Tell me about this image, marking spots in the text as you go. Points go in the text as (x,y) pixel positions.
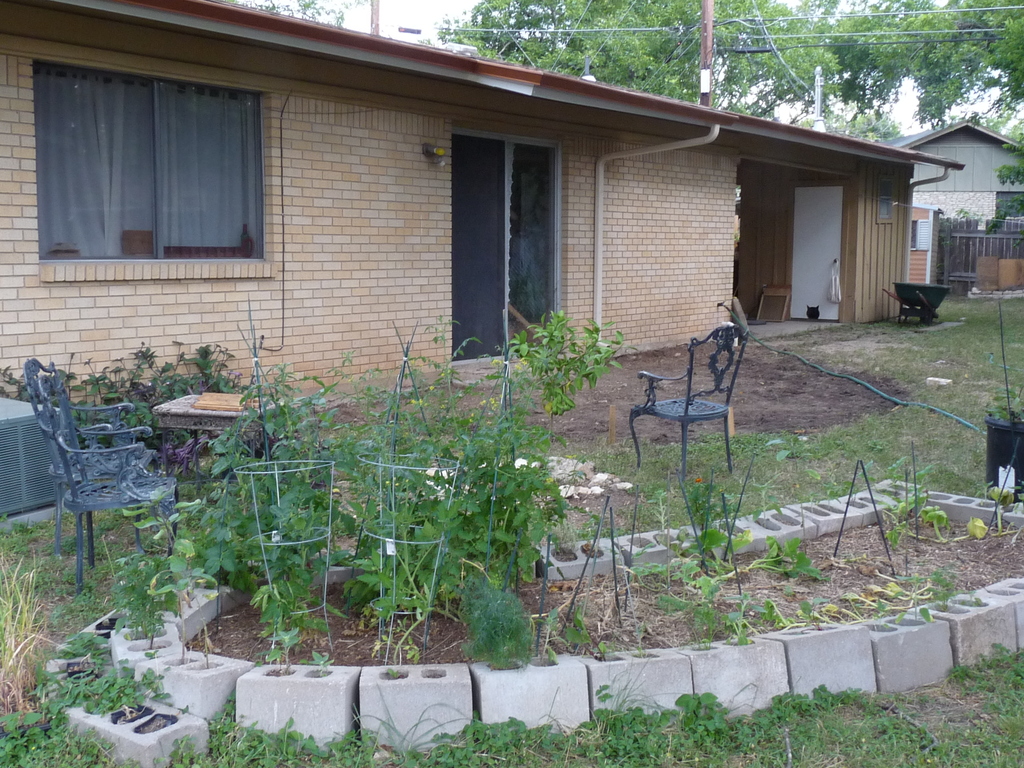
In this image, we can see two houses (473,260) with walls (947,204). Here there is a window (211,217), curtains (246,211), door (505,254), pole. At the bottom (912,588), there are few plants (452,584), stands (748,473), chairs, some objects (167,430), pipe (971,429). Top of the image (896,63), there are so many trees (771,73), poles (702,67) with wire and sky (904,110).
